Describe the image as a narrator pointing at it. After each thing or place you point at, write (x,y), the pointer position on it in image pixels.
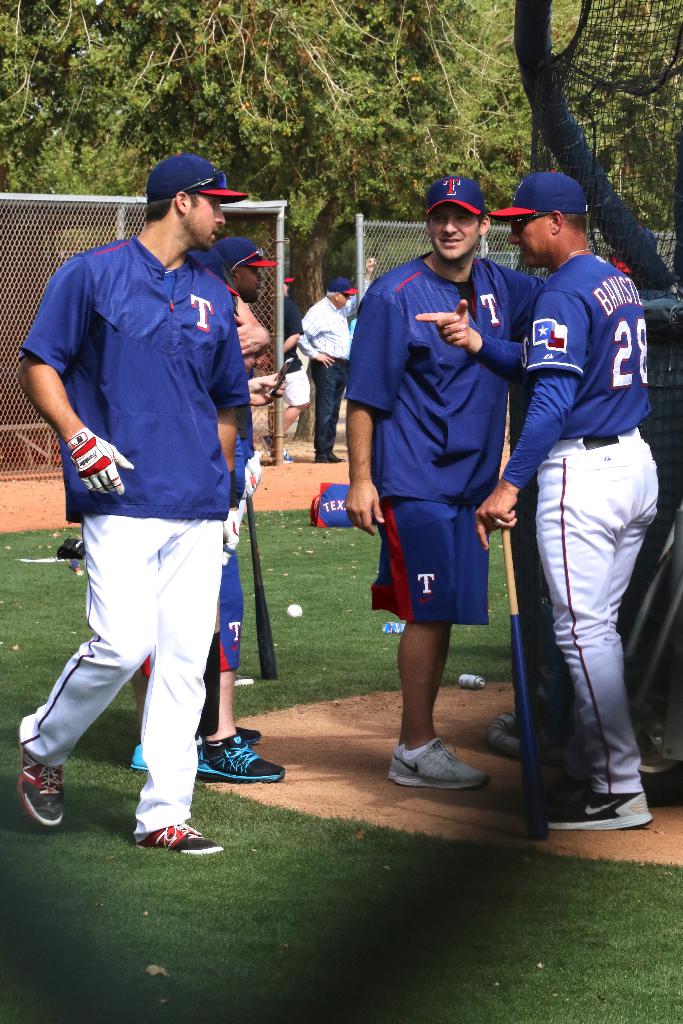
In this image I can see few persons (152,431) wearing blue t shirts (212,353) and blue caps (552,184) are standing and few of them are holding bats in their hands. In the background (288,434) I can see few persons (337,378) standing, the metal fencing (410,244) and few trees (497,173).
